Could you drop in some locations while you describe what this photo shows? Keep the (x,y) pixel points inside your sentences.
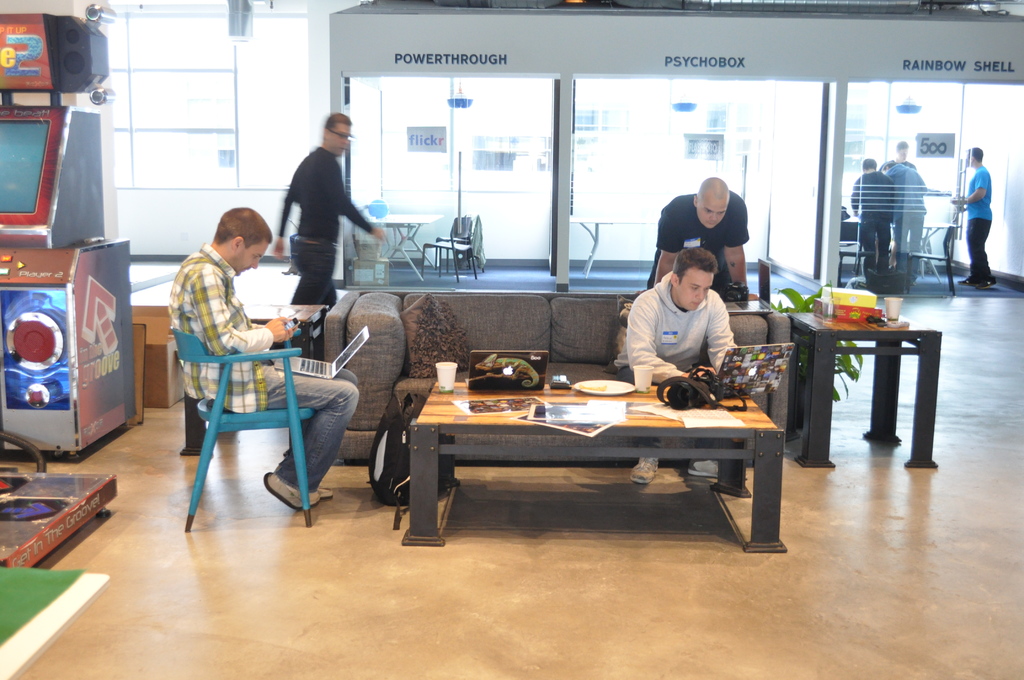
There is a room (324,93) with a gaming machine (45,439). A man (203,310) is sitting on a blue chair (216,392), on his lap (268,391) there is a laptop (319,375). He is looking at his phone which is in his hand (281,330). He is wearing a checked shirt (226,301). There is a sofa (369,311) in the middle of the room (586,312). On the sofa (517,311) a person (656,296) is sitting. He is looking at his laptop (743,362). There is a table (733,431) in front of the sofa (618,438). On the table (481,422) there is laptop (512,371), camera (667,393), plate (603,396), cup (442,376), paper (474,409). There is bag (399,444) on the floor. A man (670,213) is standing beside the person (664,286) who is sitting on the sofa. He is looking at the laptop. He a bald headed. There is plant (796,296) beside him. There is a side table (825,385) beside the sofa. There is a glass (892,303) on the side table (820,319). A person (311,238) is walking by looking at the other person (700,197). There are the glasses (206,110). These is the glass wall (443,109) inside it there is table (415,238), chairs (426,244), there is card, there some cartons (367,257). Some people (883,187) are standing over here. This is written rainbow shell, power through, psycho box, 500. The man (706,463) is wearing white shoes (692,467). There is a lizard (499,360) in the cover (483,384) of this laptop (500,384). There are few cartons (173,361) behind the gaming machine (60,288).
